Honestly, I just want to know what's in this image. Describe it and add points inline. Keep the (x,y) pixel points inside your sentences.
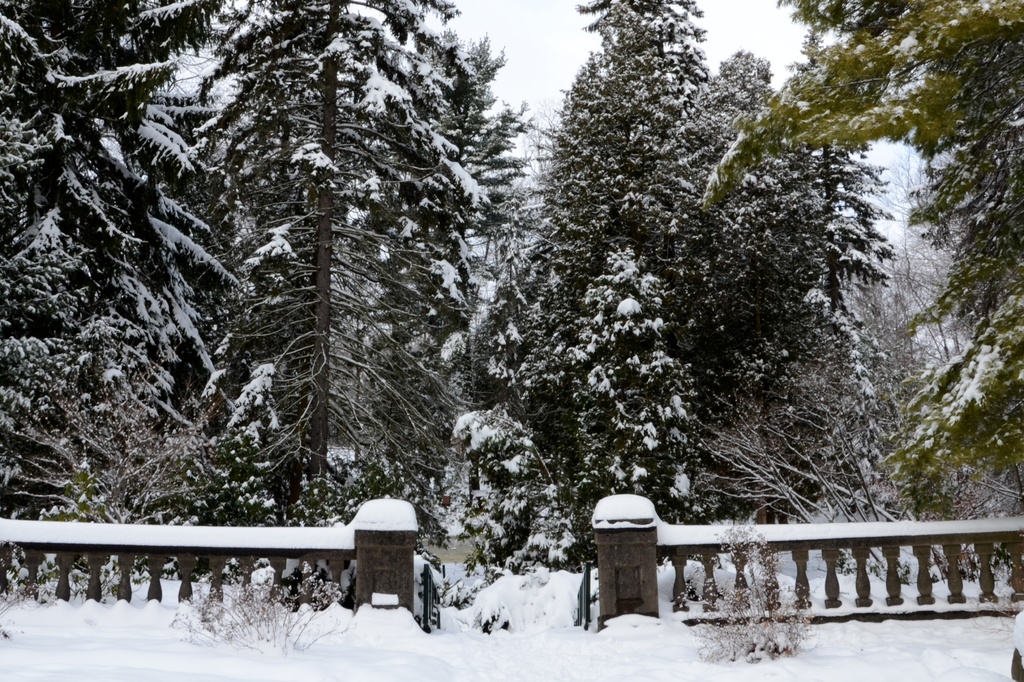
In this image we can see the fence (355,574), trees (200,439) covered with snow (423,127), snow (62,643) on the road (465,624) and the sky (496,40) in the background (496,40).
